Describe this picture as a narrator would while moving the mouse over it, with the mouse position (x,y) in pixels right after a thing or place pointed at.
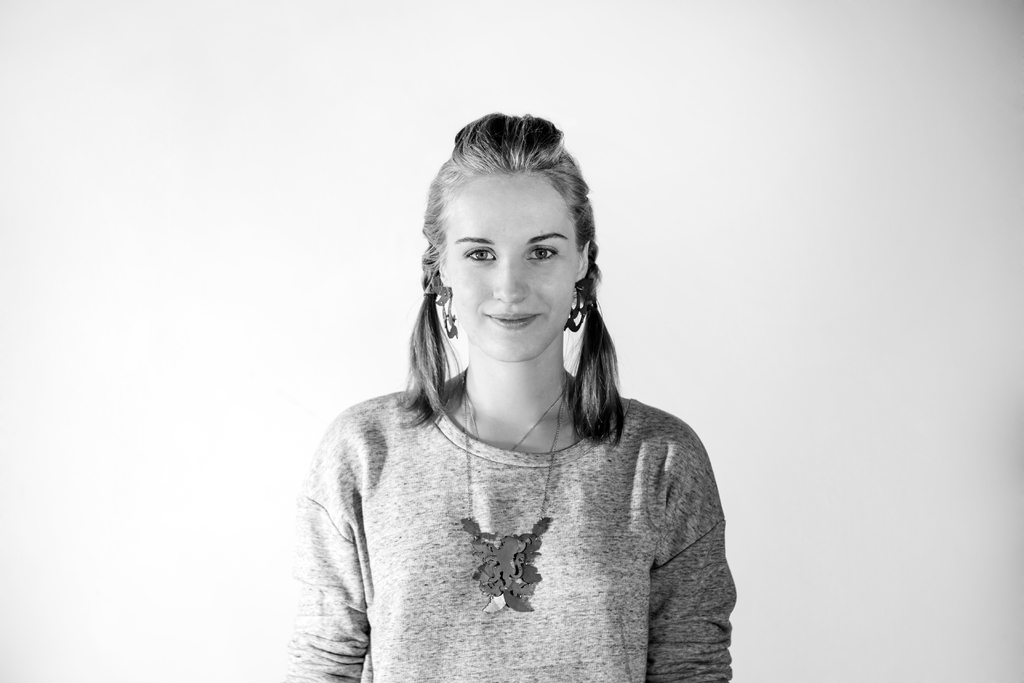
In the middle of the image (510,383) we can see a woman (528,359), she is smiling and it is a black and white photography.
